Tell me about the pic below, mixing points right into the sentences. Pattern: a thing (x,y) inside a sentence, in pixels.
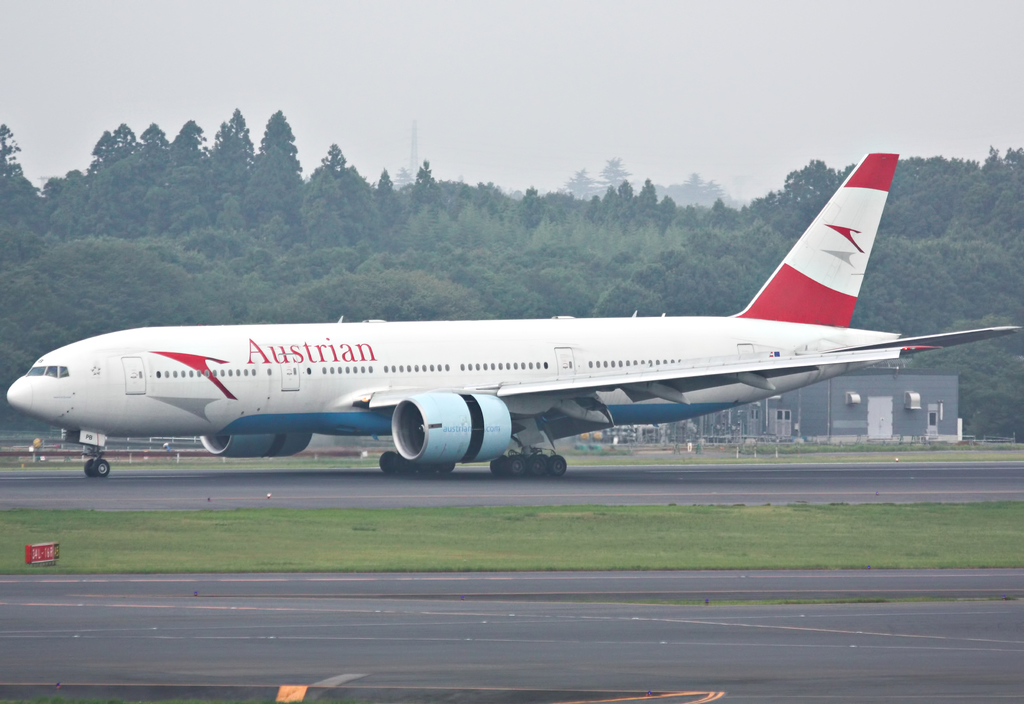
In the foreground of this image (295,655), there is the road (306,644), in the background (456,433), there is an airplane (604,365) moving on the run way (227,490) and there is also the grass (521,541). In the background (701,226), there are trees (777,199), a tower (414,152), a room (826,396) and the foggy sky (416,66).
